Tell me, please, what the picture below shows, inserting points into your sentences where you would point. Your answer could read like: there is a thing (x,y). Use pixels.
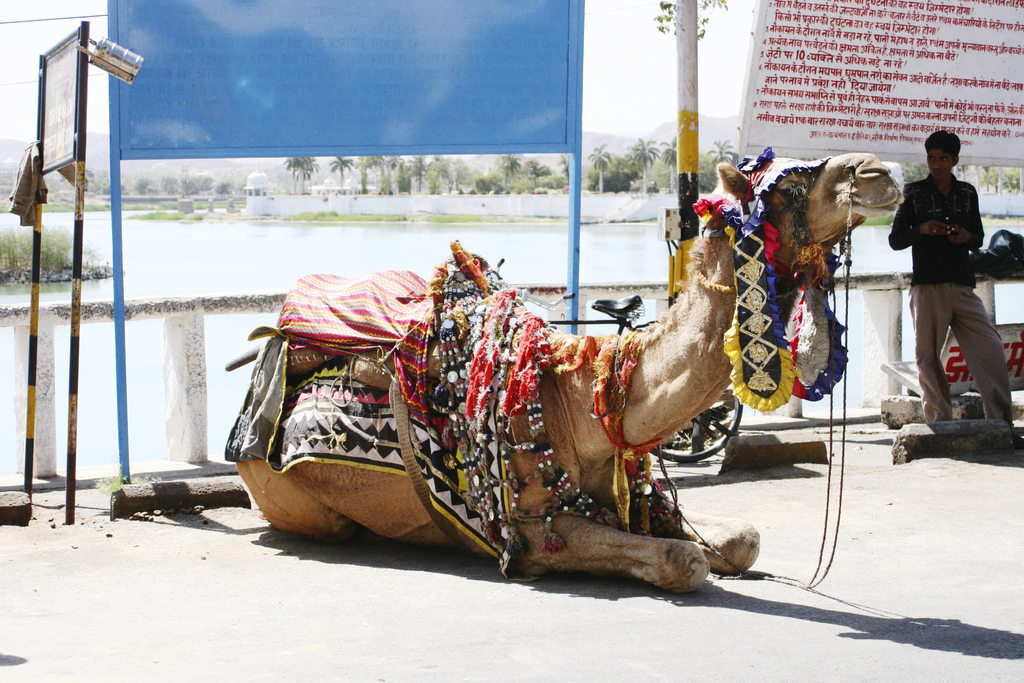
In this image there is a camel (447,457) sat on the road surface (187,522), beside the camel (483,460) there is a person (913,288) standing, behind the person (922,279) there is a fence (566,312), behind the fence (635,293) there is a river (324,241), in the background of the image (231,182) there are trees (532,185) and mountains (220,176).
